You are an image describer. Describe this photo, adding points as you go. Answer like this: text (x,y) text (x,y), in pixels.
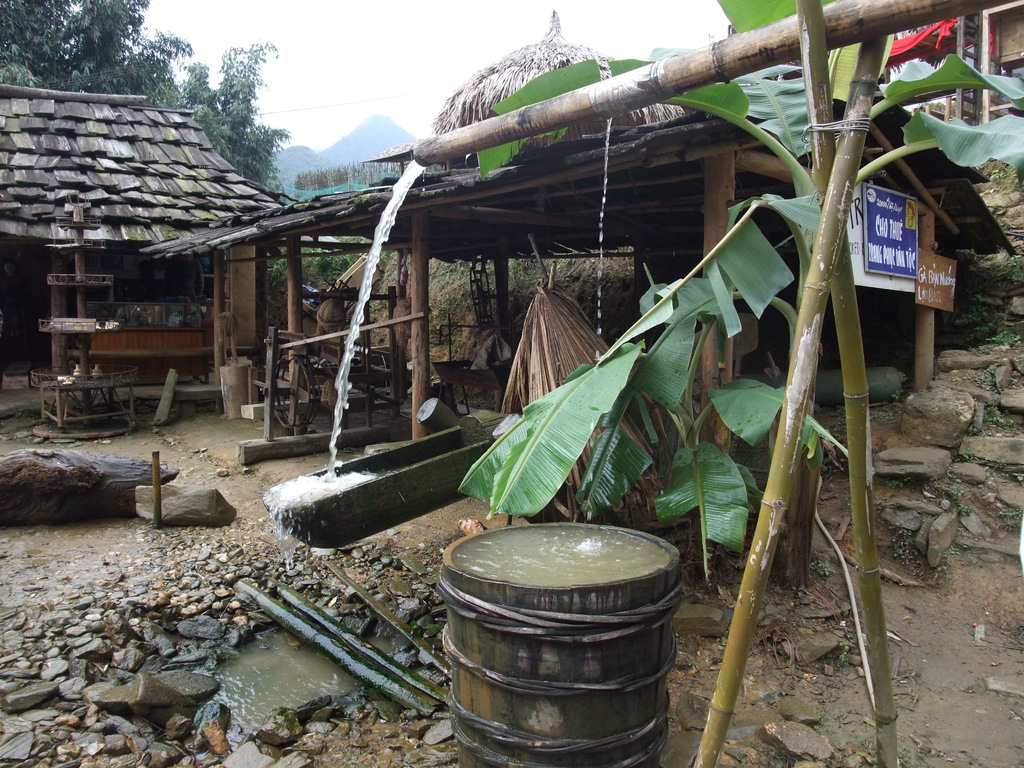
In this image there is a drum (560,646) filled with water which is at the bottom of the image (526,708). Beside the drum (523,708) there are two bamboo sticks (781,472) tied with a rope (818,125). On it there is a pipe (461,152) from which water (325,496) is flowing out into a tub (417,487) which is on the land (416,524) having few rocks (143,637) on it. Background (18,334) there are few huts (115,95). Right side there is a tree (805,514). Few boards (899,263) are attached to the hut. Few trees (147,47) are at the left side of the image (198,68). Behind there are few hills (292,149). Top of the image (348,66) there is sky (385,70).
